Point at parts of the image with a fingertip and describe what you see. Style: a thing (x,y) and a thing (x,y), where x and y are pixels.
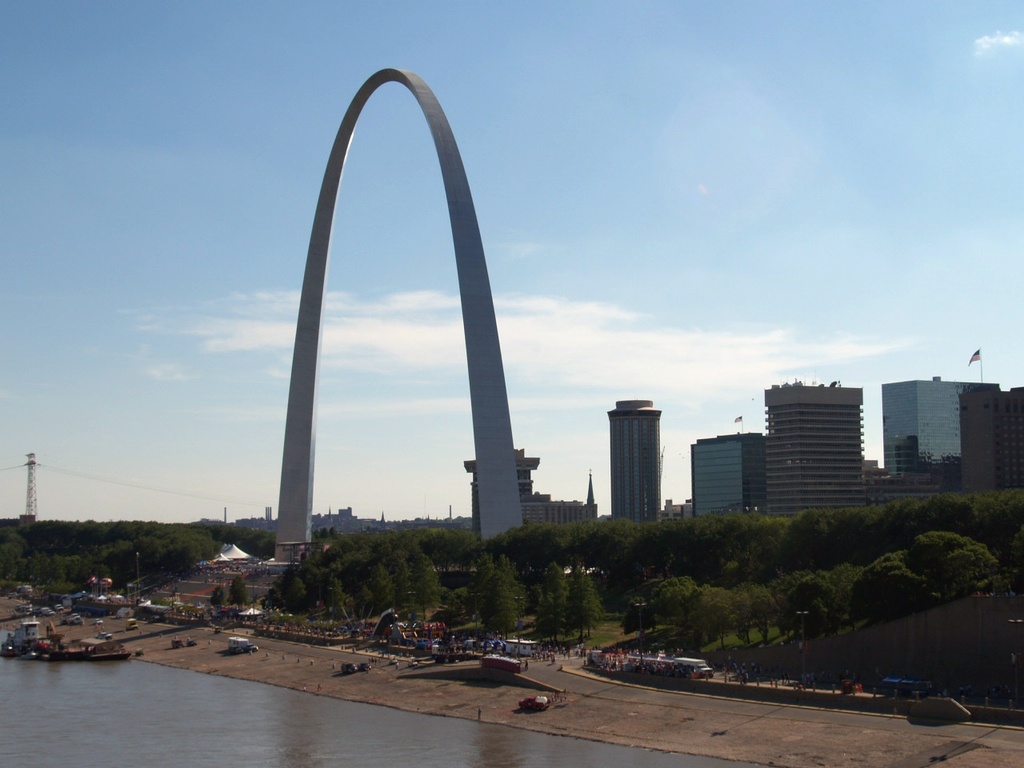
At the bottom of the image (159,754) there is water (132,733). Also there are boats (65,645). And there are many vehicles (446,656) and people (224,610). In the back (748,592) there are trees (635,571) and an arch (487,409). Also there are buildings (715,460) and sky (365,255) with clouds (378,308). On the left side (32,471) there is a tower (32,491).
